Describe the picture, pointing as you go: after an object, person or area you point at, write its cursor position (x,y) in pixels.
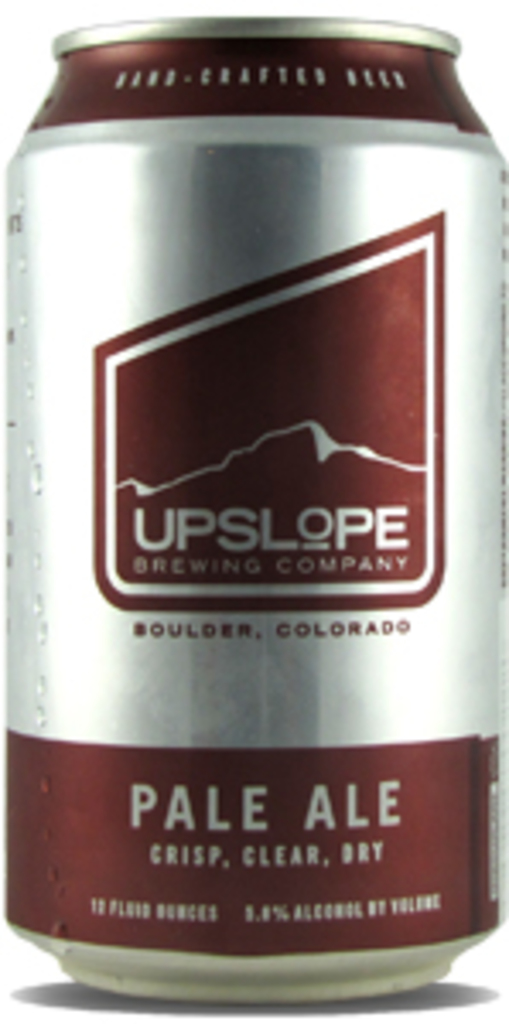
In this image we can see brown and silver color Can (466,99). And the background (4,589) is white.
